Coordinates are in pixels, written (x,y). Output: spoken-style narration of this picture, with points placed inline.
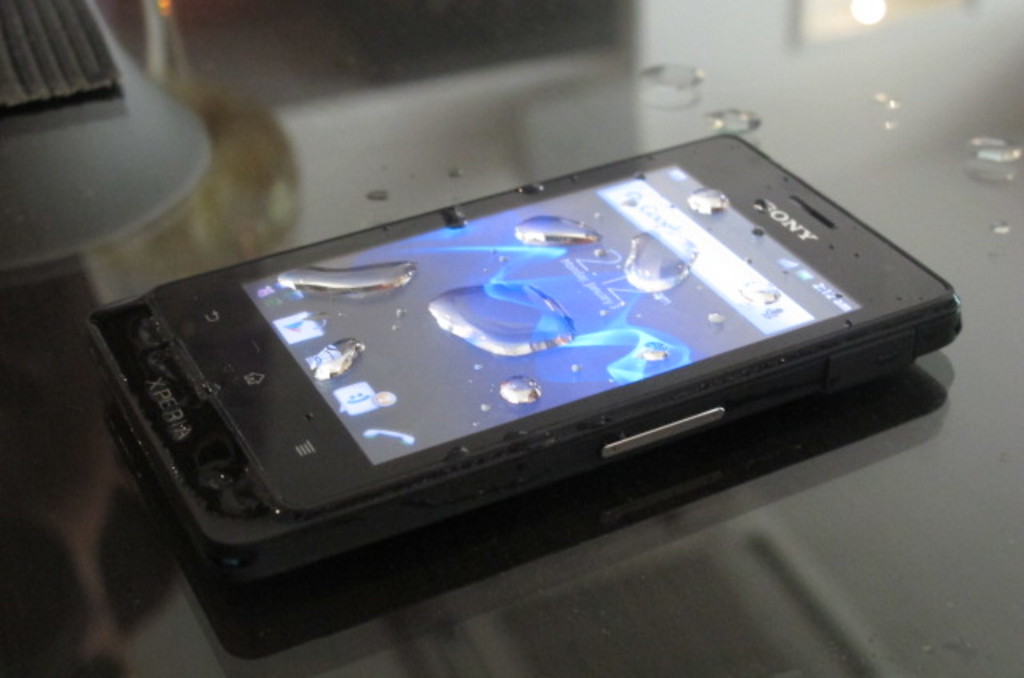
In this image there is a mobile phone (573,331) on the glass table (802,457). On the phone (627,276) there are droplets (655,286) of water (644,354). On the left side (162,185) top there is an object (50,51) which is not clear.
